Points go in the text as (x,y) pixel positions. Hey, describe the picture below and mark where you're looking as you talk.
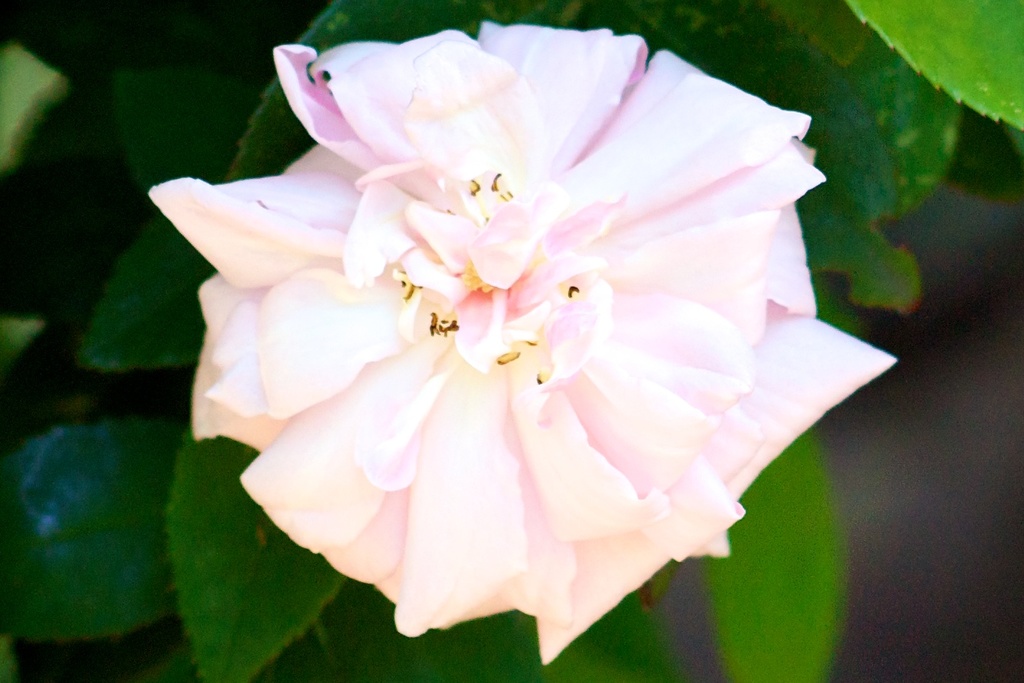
In this picture, we can see a flower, leaves (151,509) and the background (951,471) is blurred.
